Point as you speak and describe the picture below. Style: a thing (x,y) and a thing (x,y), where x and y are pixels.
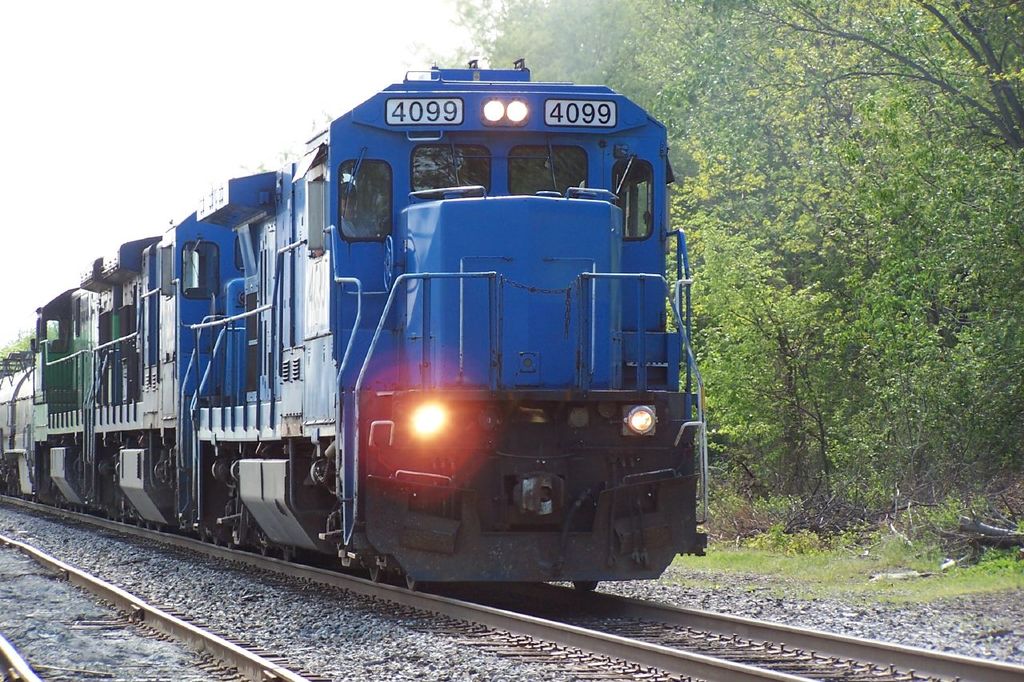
In this image there are tracks (128,613), on one track (581,643) there is a train (517,542) moving, on the right side (860,299) there are trees (834,141).
